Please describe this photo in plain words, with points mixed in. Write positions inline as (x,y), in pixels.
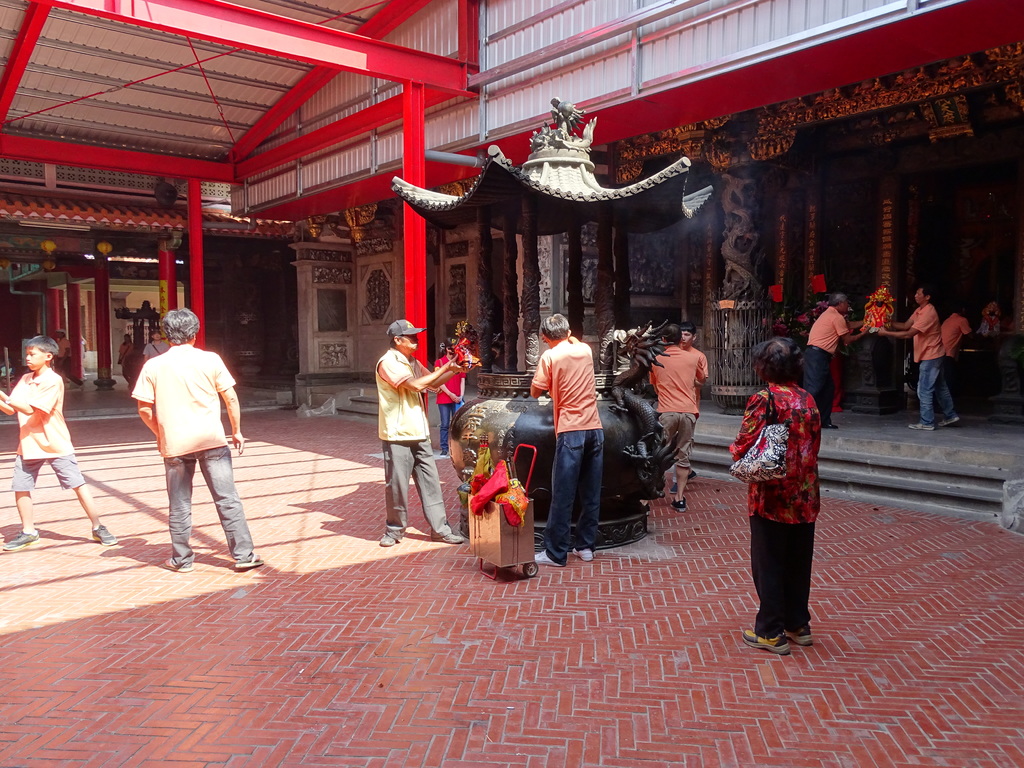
On the left side (182,429), there are two persons (197,427) on the floor (104,694). On the right side (776,618), there are other persons (764,500). One of them is holding an object (462,350) near a pot (503,387). On top of this pot (504,401), there is a roof (463,210). In the background (843,304), there are two persons (828,310) holding a statue (873,310), there are other persons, there is a building (460,55) which is having pillars (195,280) and there are other objects (2,264).
